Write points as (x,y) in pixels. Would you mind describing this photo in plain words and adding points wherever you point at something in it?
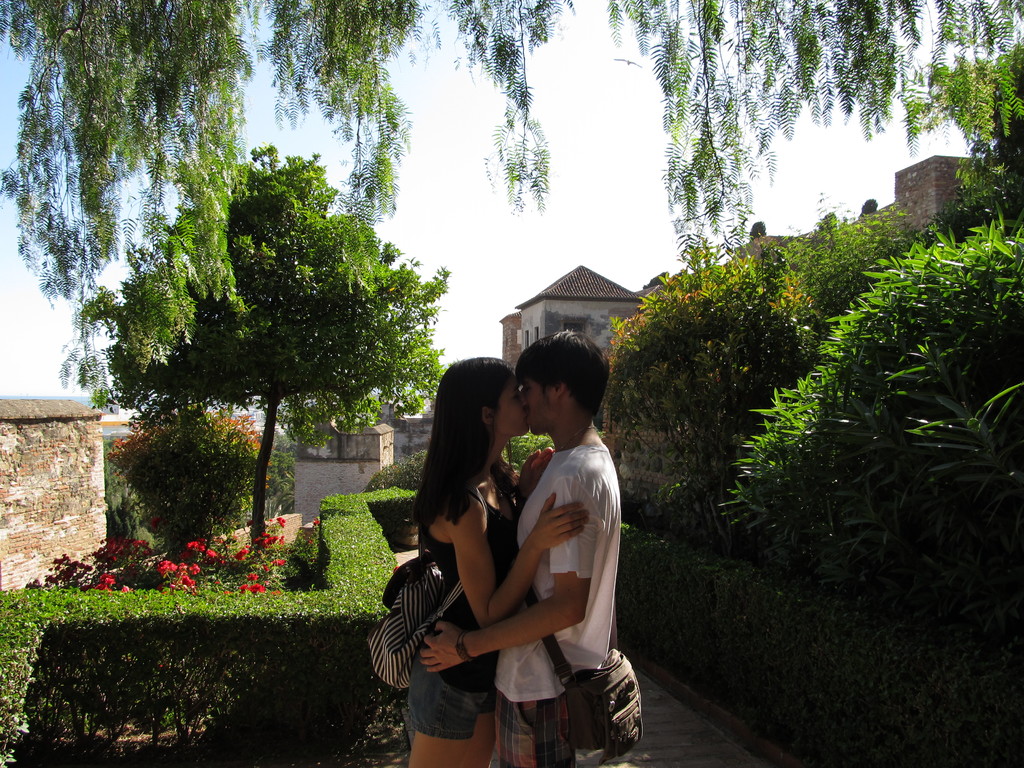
In this image in the foreground (495,514) there are two persons (485,609) who are standing and they are wearing bags (552,650), on the right side (780,444) and left side (166,659) there are some houses (318,448), plants (287,493) and trees (209,255). In the background (325,438) also there are some houses (405,417), at the top of the image (407,130) there is sky (435,127) and trees (156,58).
